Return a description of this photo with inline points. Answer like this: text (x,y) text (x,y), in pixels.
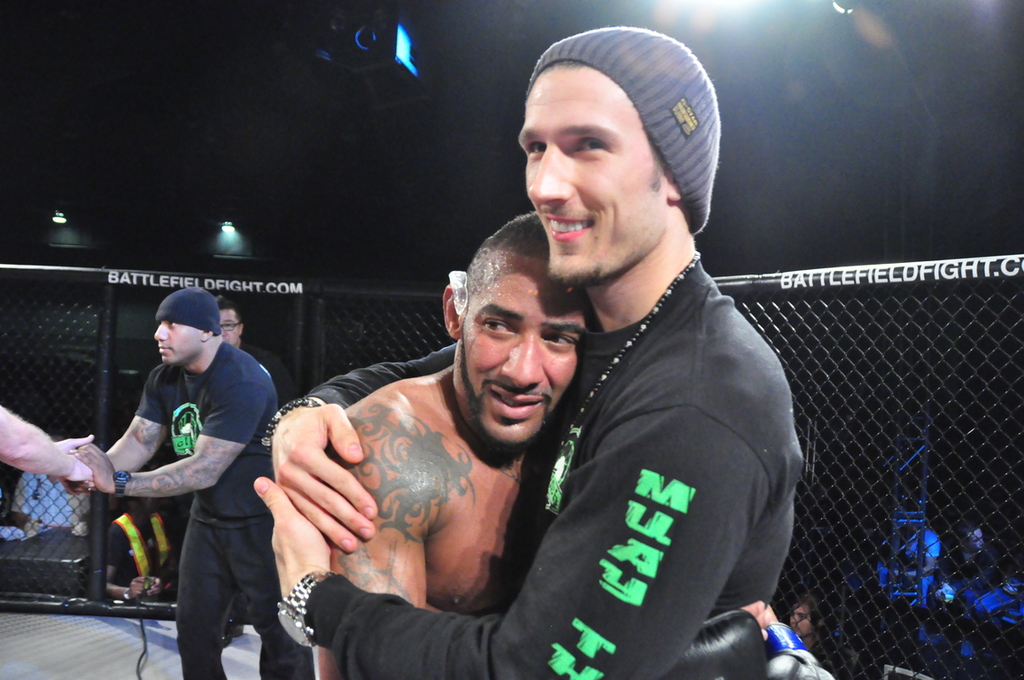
In the picture we can see a man (459,657) hugging a wrestler (745,677), man (351,480) is with black T-shirt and cap (688,57) and beside them, we can see a man (184,617) is black T-shirt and shaking hands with another person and around them, we can see the fencing wall (841,667) and behind it we can see some people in the dark and to the ceiling (21,61) we can see the light (726,16).
